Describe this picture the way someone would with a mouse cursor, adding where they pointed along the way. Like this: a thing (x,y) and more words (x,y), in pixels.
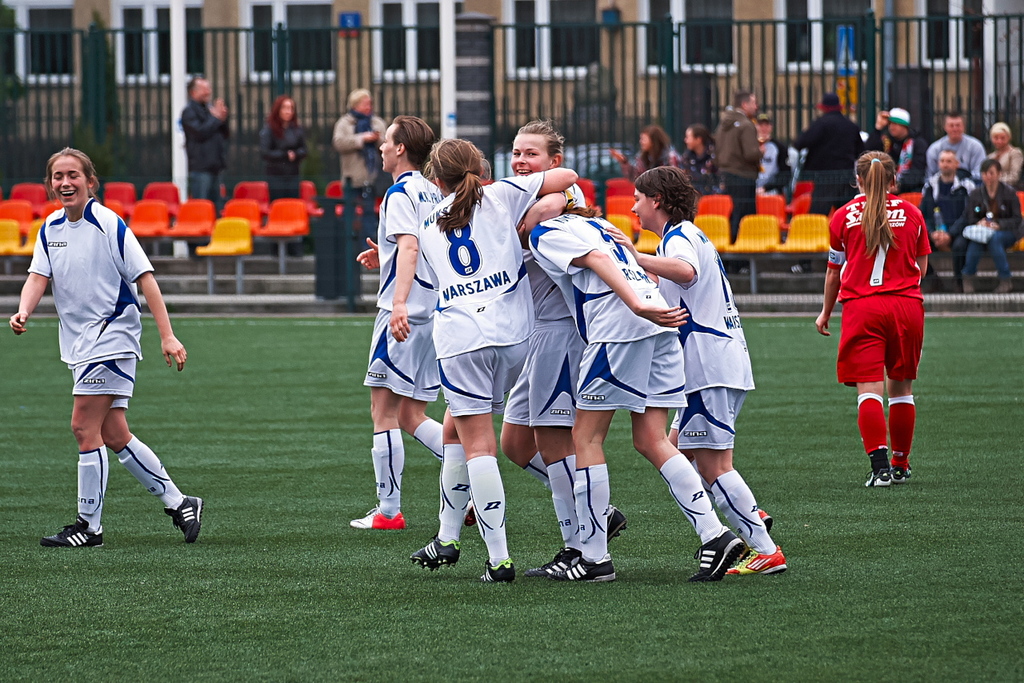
In this picture there are people (577,392) in motion and we can see grass (331,570). In the background of the image (734,177) we can see chairs (241,194), people (282,123), fence (233,96), windows (647,52) and poles (182,18).
